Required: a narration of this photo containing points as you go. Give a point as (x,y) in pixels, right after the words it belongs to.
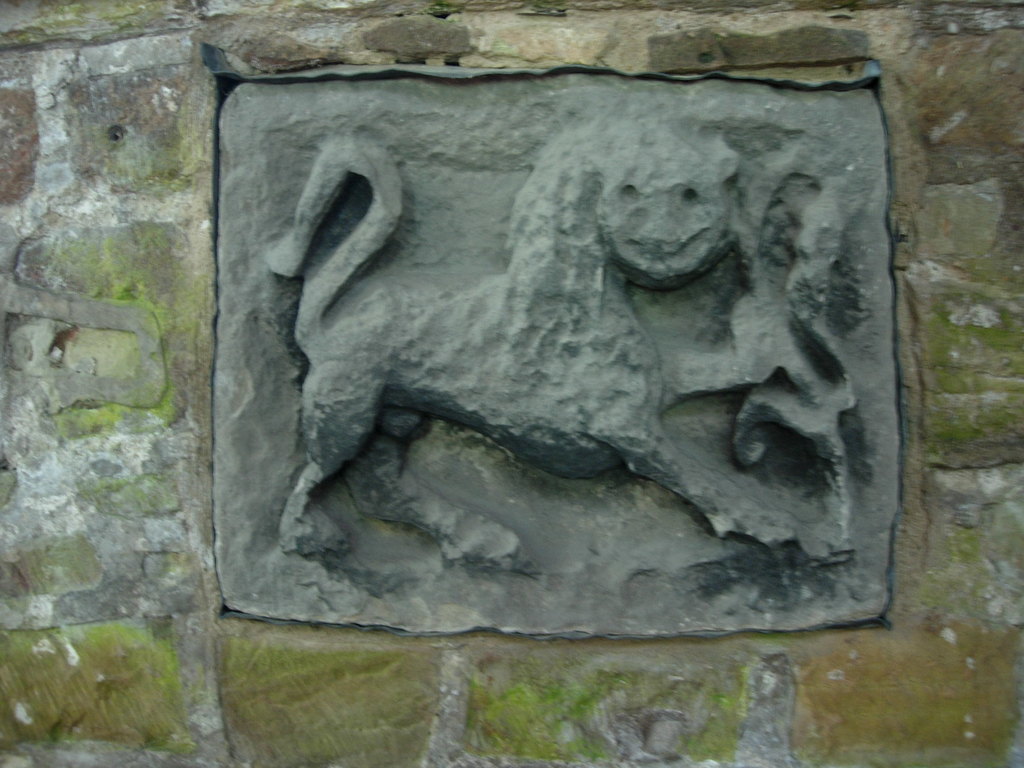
Here in this picture we can see some sort of sculpture (518,239) created on a stone (327,417), which is present in the middle of a wall (54,569).
